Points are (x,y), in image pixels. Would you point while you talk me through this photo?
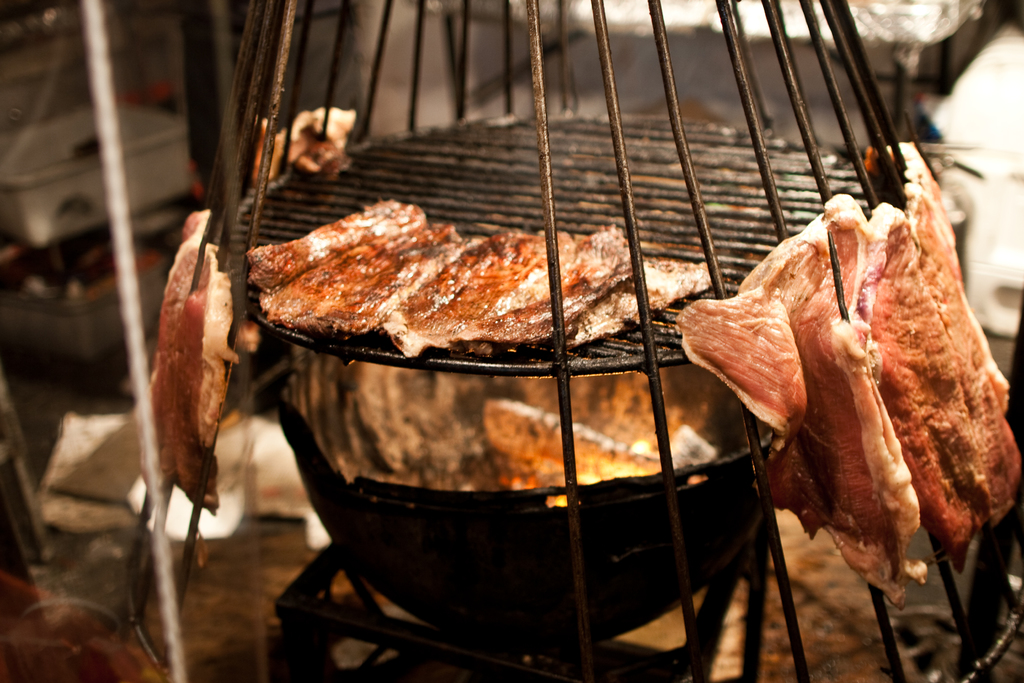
In this image we can see a grill (486,175), meat (534,294) and fire (631,443).
